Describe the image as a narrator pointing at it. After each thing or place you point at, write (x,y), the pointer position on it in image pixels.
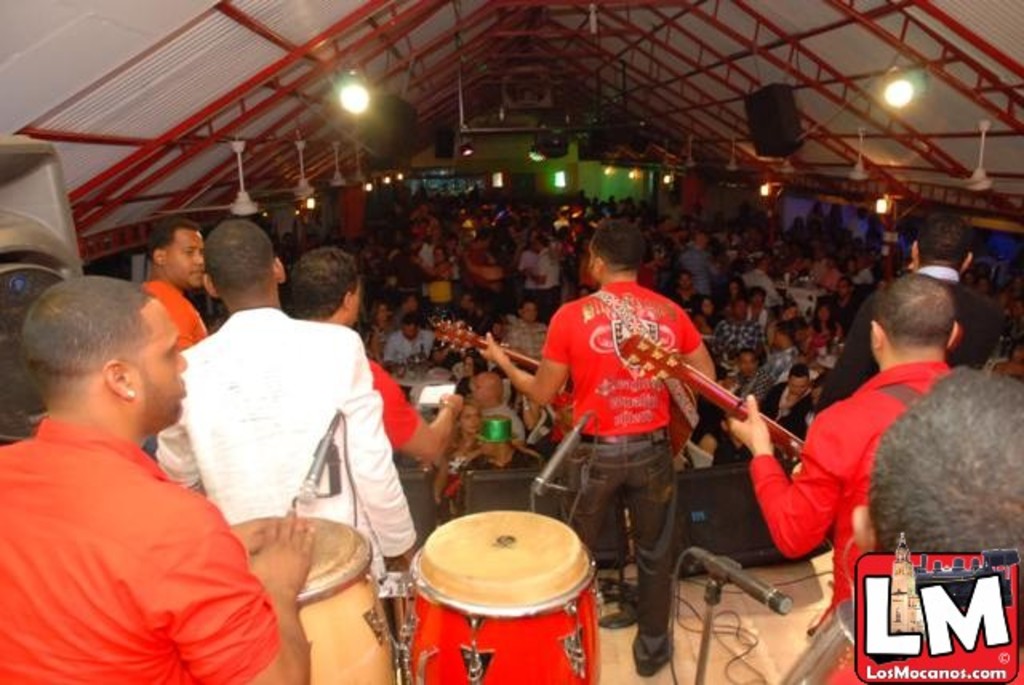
There are group of people (320,498) playing musical instruments (684,400) in front of audience (584,230).
